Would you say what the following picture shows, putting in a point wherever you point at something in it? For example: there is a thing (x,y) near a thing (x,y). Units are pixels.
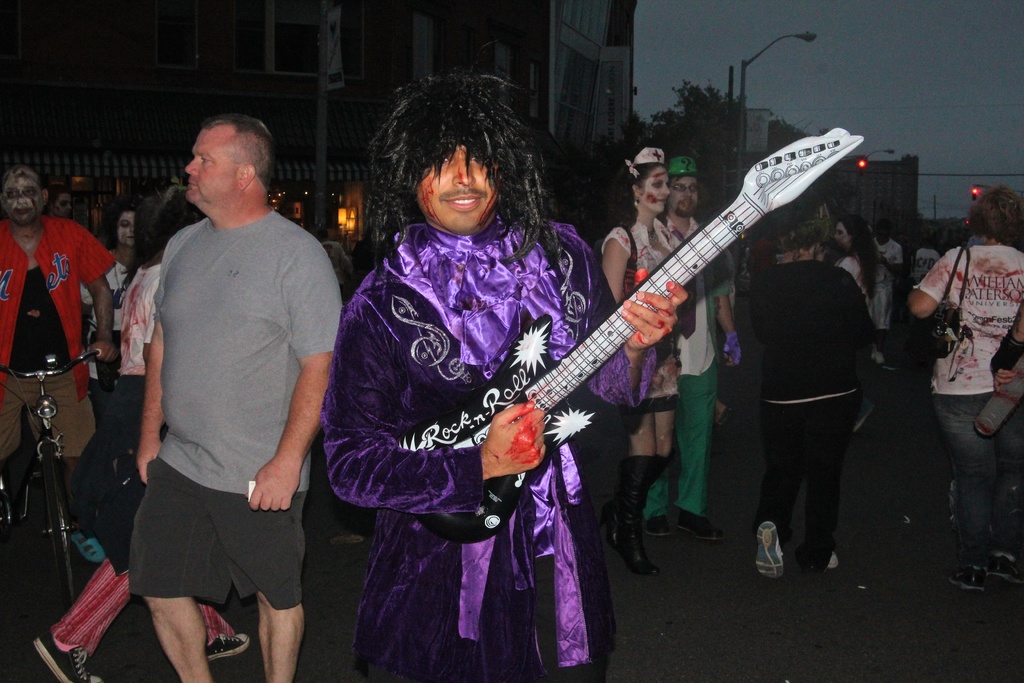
In this picture i could see many persons (479,339) dressed in the costumes (452,381) looks like Halloween is going on and one of the person (502,228) is holding a guitar (596,352) in his hand (642,293) and in the background (50,407) the other person (54,395) is riding a bicycle (58,529) in the background (554,53) i could see a building (551,52) with some trees (690,114) around.
